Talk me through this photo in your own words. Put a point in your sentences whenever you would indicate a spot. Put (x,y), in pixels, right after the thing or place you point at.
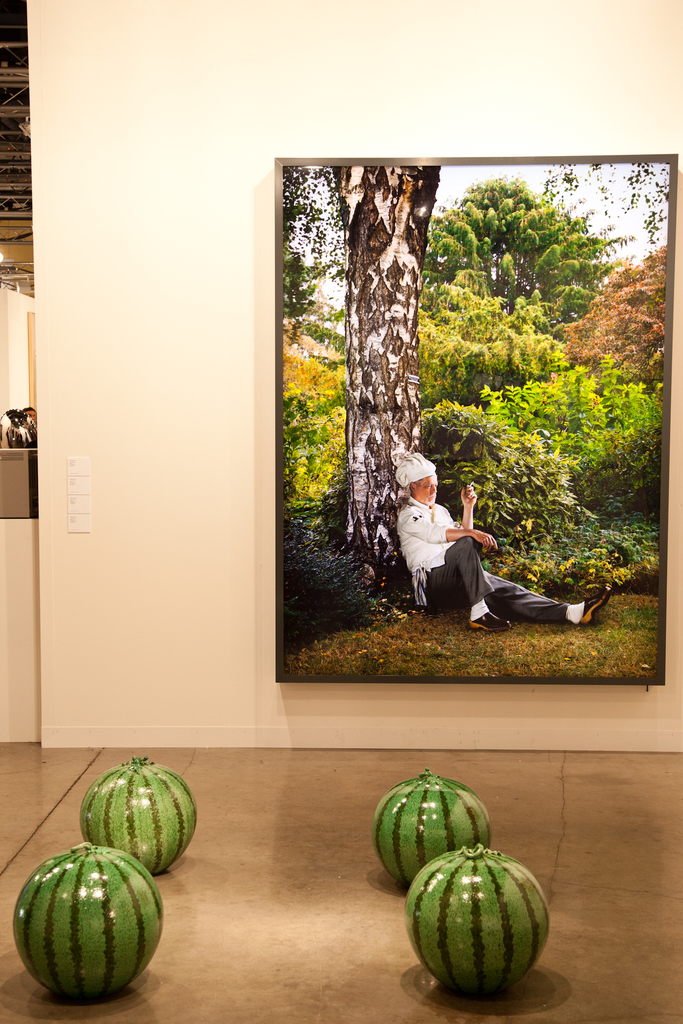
In the picture there are four toys (415,840), in front of that there is a wall (613,747), to the wall (197,393) there is a photo frame (422,598) attached in that frame (375,341) there is a tree trunk (358,433) and the man (409,528) is lying to that, in the background (528,320) there are some trees (583,303) and sky (604,198) beside the photo frame (282,395) to the wall (63,515) there is also labels (83,527).
